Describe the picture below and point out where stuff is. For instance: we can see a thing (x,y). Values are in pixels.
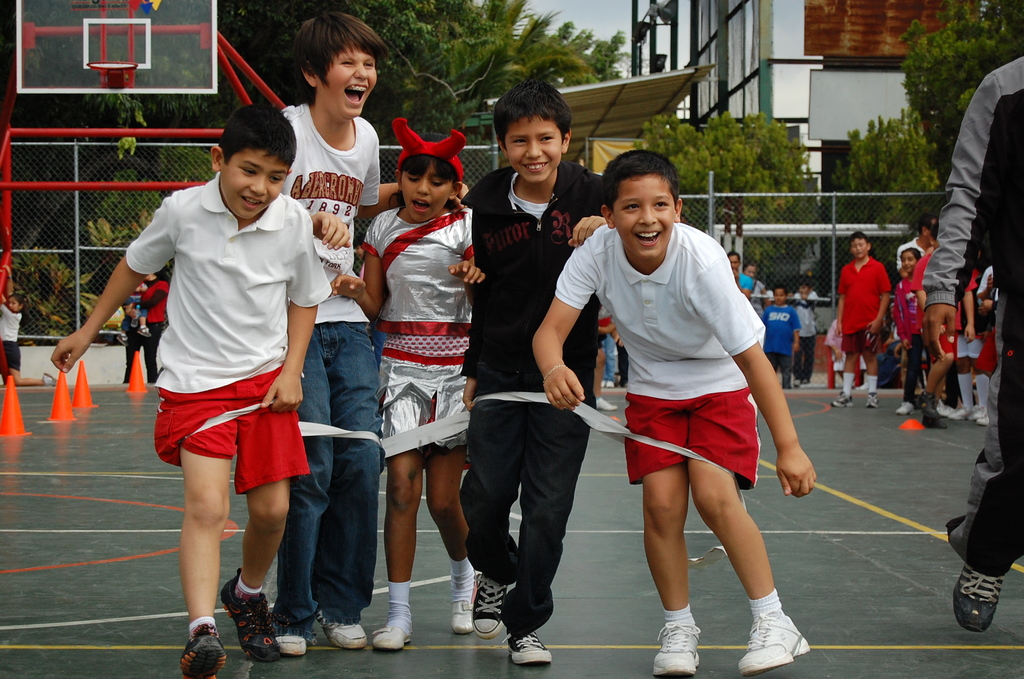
In this image there are group of people (238,379) standing in basket ball court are smiling, behind them there are so many other people (902,349) standing and also there are trees (972,17) and buildings (652,105).
